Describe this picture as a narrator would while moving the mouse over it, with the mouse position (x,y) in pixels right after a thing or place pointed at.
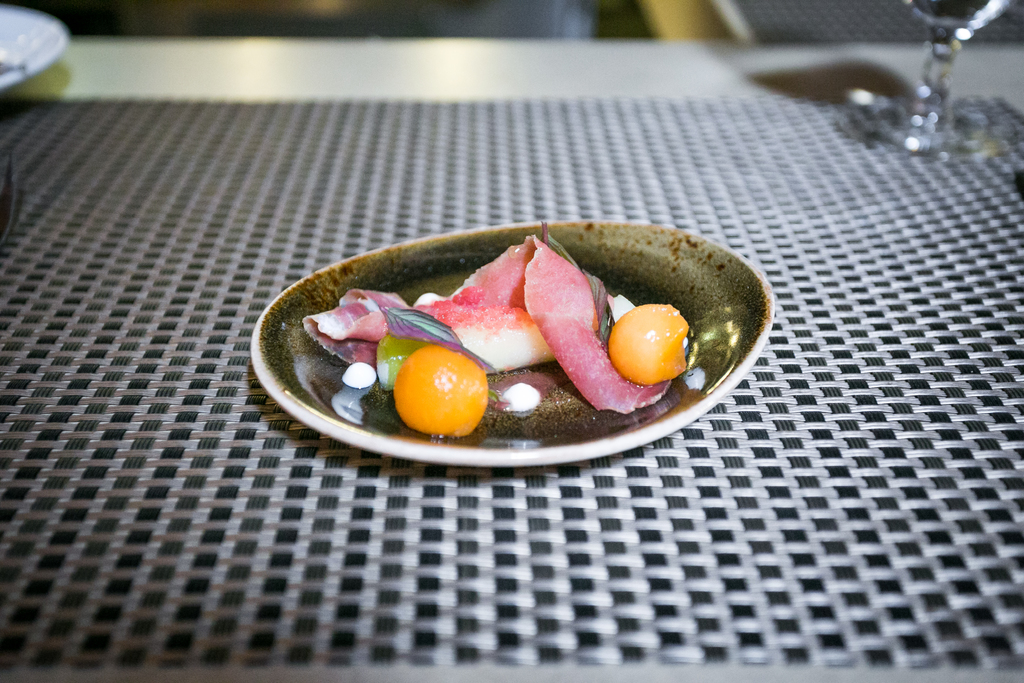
In this image we can see some food (601,362) in a plate (567,396) which is placed on the table (489,533). We can also see a plate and a glass (892,128) beside it.
